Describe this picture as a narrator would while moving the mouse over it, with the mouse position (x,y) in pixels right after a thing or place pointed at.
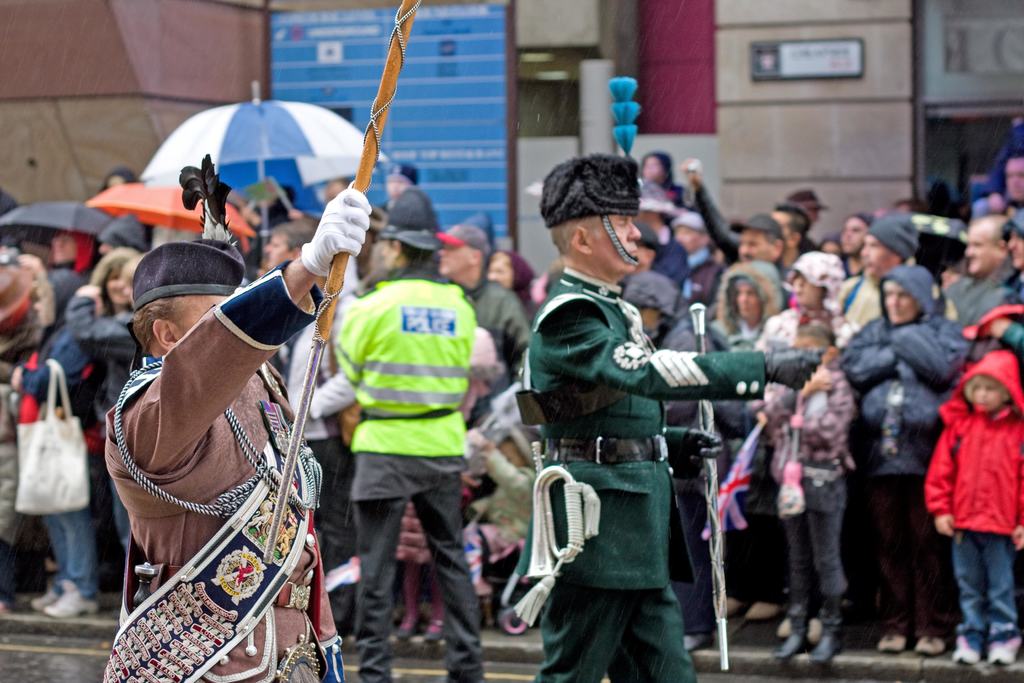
In this image I can see a person (184,433) wearing brown dress (207,389) and hat (193,272) is standing and holding a stick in his hand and another person (611,480) wearing green and white colored dress (595,359) and black hat (604,211) is standing and holding an object (723,631) in his hand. In the background (690,542) I can see number of people (809,286) are standing on the sidewalk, a building (116,69), few umbrellas (237,138) and a huge banner (477,119) which is blue in color.
